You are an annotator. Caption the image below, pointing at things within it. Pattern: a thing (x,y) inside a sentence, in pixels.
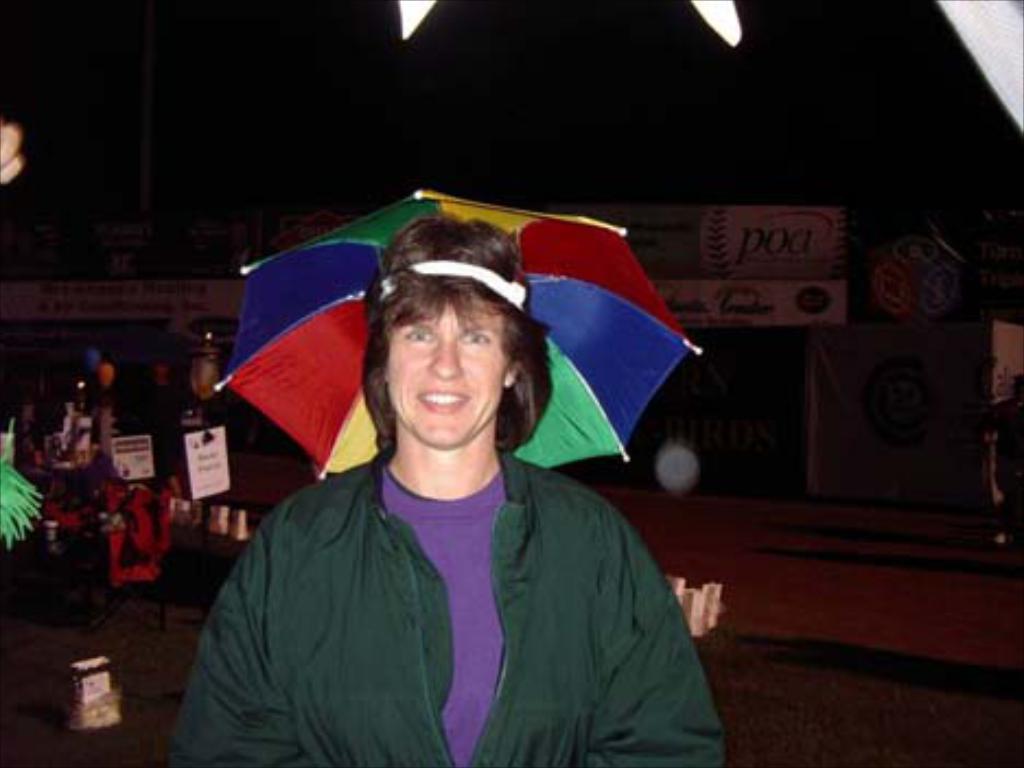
In this image in the front (452,614) there is a person (427,587) standing and smiling and in the center (352,286) there is an umbrella (302,350), there are posters (148,455) with some text (136,451) written on it and there are objects (118,494) which are red and black in colour. In the background (202,279) there are boards (717,291) with some text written on it and on the left side (11,469) there are leaves (3,507).
